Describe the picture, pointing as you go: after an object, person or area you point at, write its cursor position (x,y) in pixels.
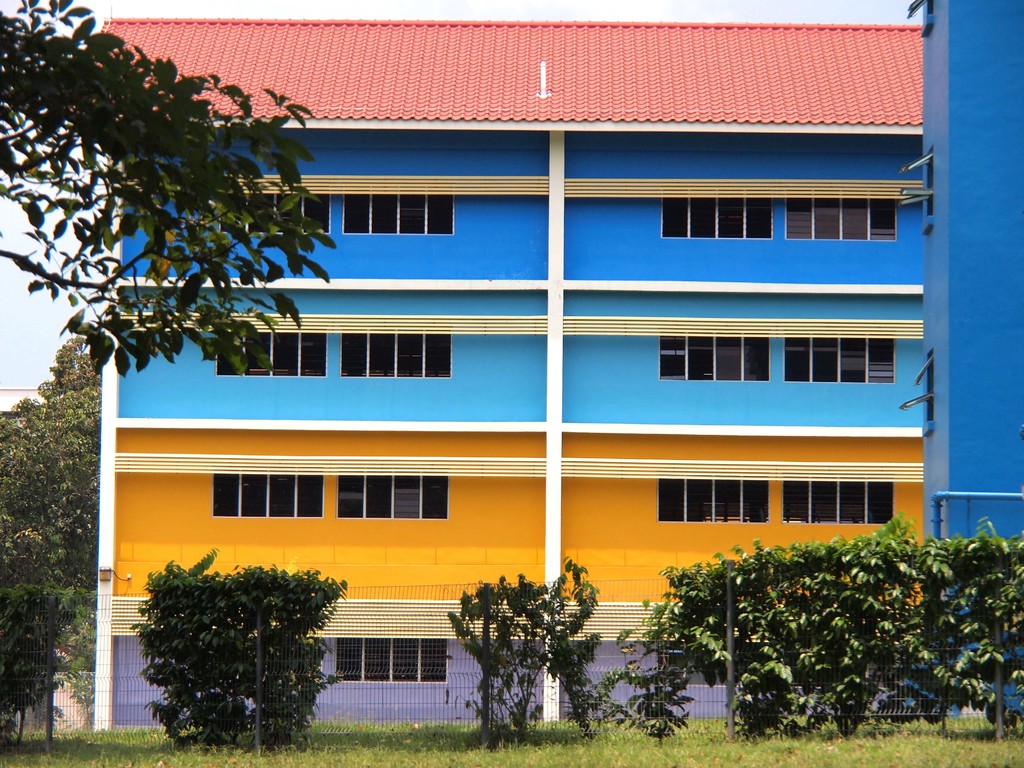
In this image there is grass (530,756) on the surface (557,729). There are trees (297,704). There is a metal fence (442,668). There are buildings (742,327). In the background of the image (37,331) there is sky (44,320).
